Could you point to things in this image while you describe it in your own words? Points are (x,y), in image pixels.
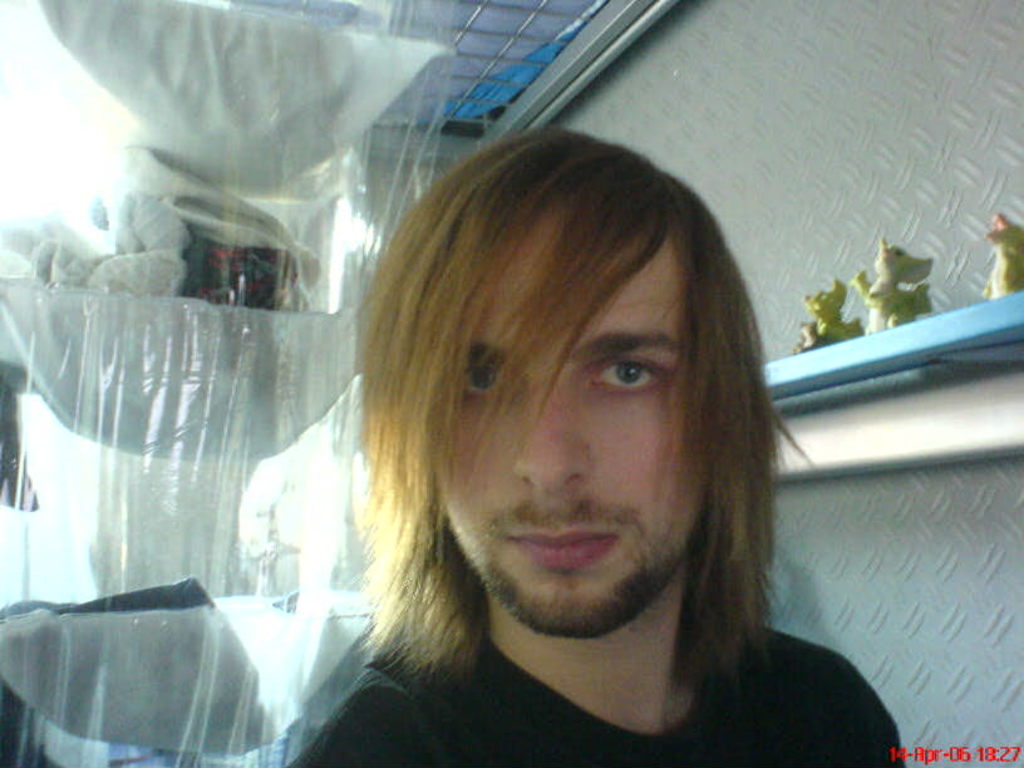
In the picture, there is a man (528,625) and he is wearing a black shirt (793,694), behind the man (454,432) there is a shelf (859,353) to the wall (857,135) and on that shelf (923,333) there are some toys (903,297). In the background (215,34) there is a plastic cover (309,347) and behind that there are some clothes (254,227).
